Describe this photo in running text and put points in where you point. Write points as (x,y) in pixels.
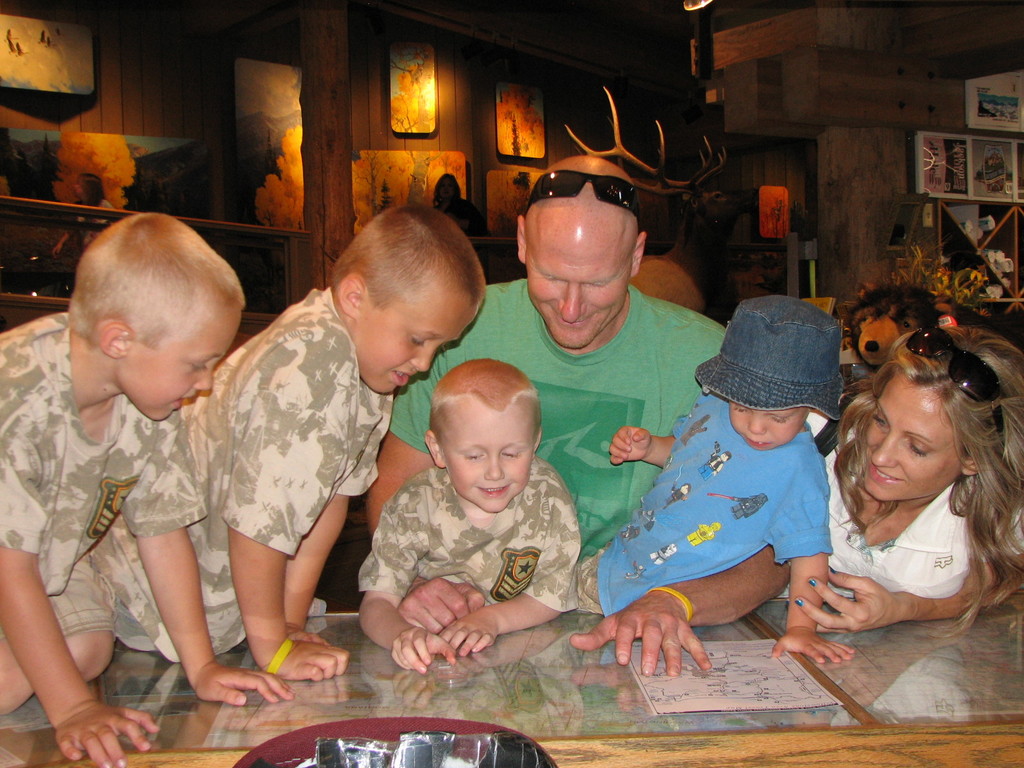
In this picture there are people (731,588) and we can see poster (712,695) on the glass table (614,686) and few objects (246,764). In the background of the image (69,59) animals (931,303), frames (75,73), people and few objects (1000,252).
